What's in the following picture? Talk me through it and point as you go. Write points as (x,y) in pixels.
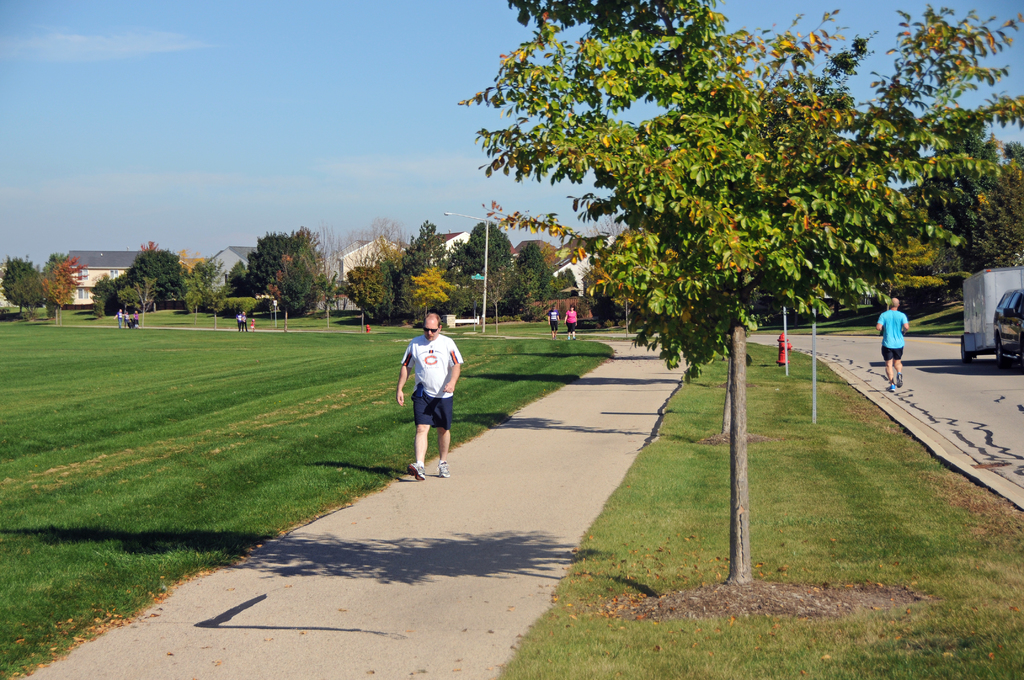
In this image I can see a person (450,353) walking wearing white shirt (442,336), blue short (428,413). Background (414,293) I can see few other persons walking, trees (647,287) in green color, houses (366,249) in white and cream color and sky (308,141) in blue color.
